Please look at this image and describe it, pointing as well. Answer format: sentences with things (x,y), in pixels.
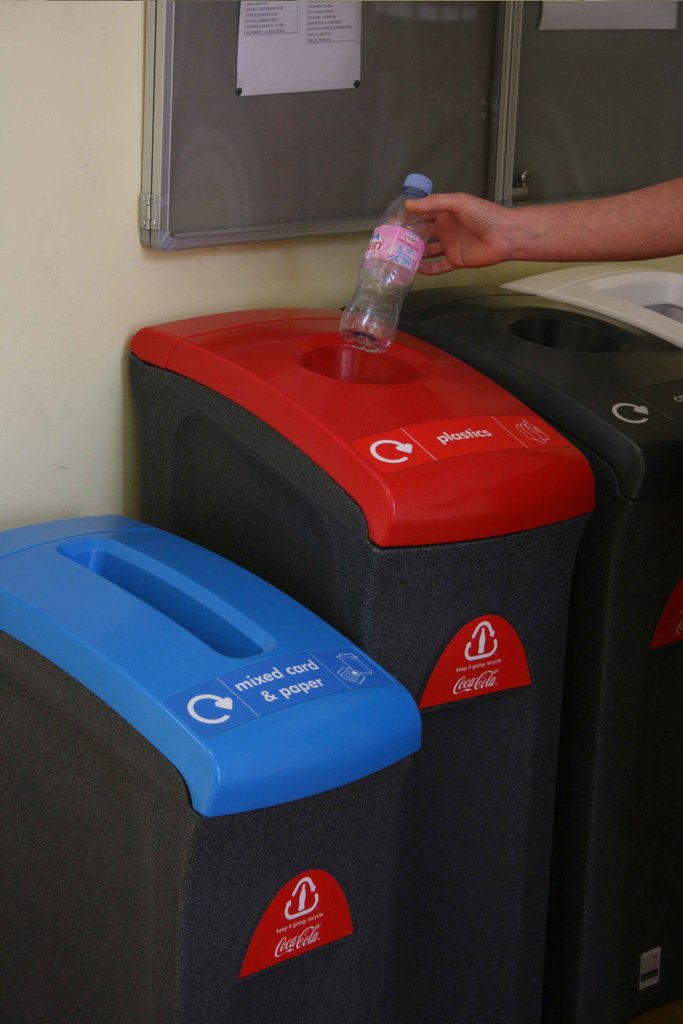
This picture shows a person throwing bottle (347,336) into a recycle bin (347,382).
